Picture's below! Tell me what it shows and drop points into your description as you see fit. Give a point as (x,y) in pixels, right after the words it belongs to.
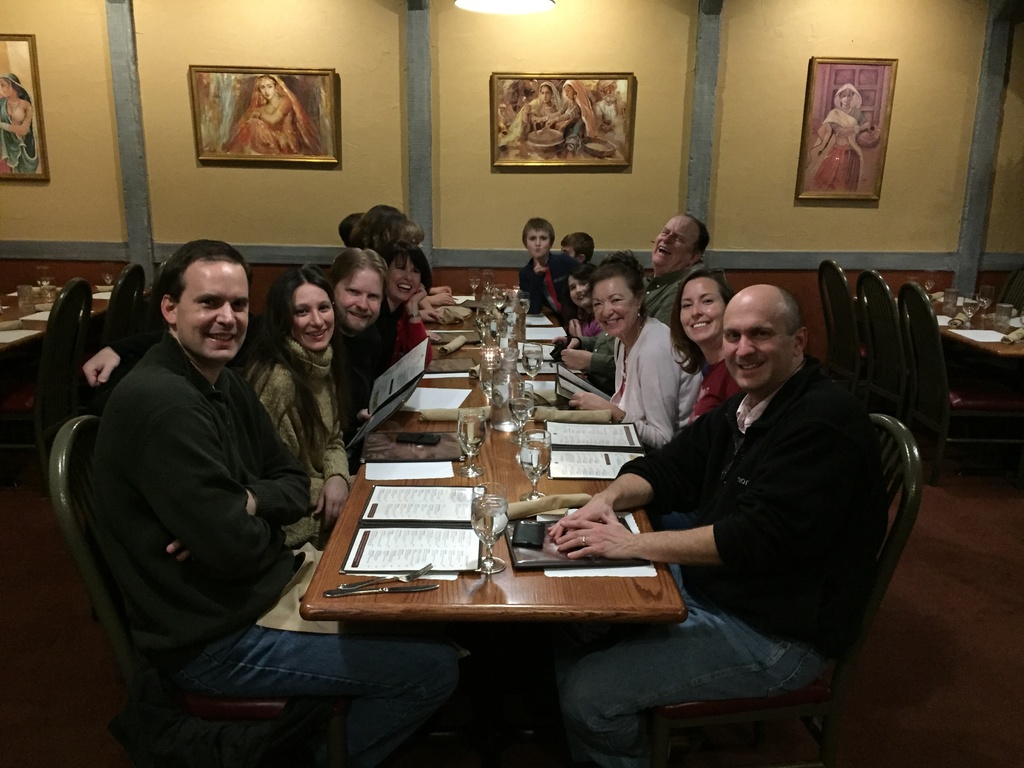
In this image there are group of people (238,601) sitting on the chair (69,547). On the table (355,608) there is a fork (350,587), knife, menu-card (409,559), glass (487,547). There is wall (482,239) with frames (325,146).
